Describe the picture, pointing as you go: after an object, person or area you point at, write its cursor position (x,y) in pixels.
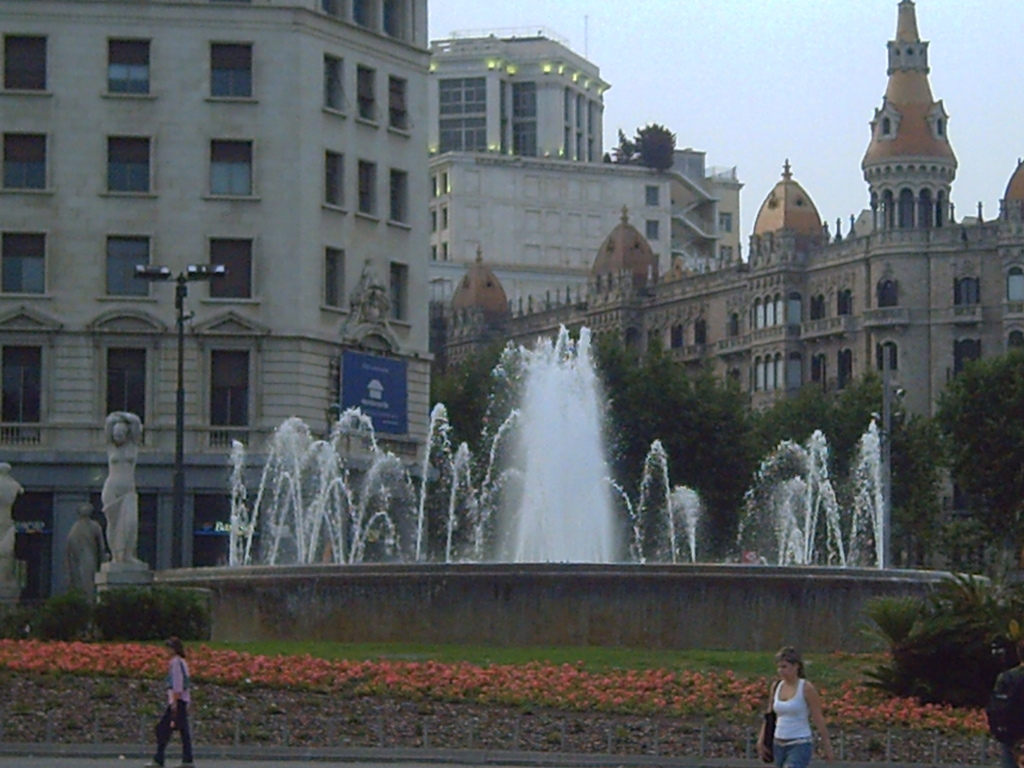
In this picture i can see two women (793,700), plants (610,677), grass (605,664) and poles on the ground (232,651). In the background (509,24) i can see buildings (143,485), water fountain (342,481), sky (742,22) and trees (721,539).
